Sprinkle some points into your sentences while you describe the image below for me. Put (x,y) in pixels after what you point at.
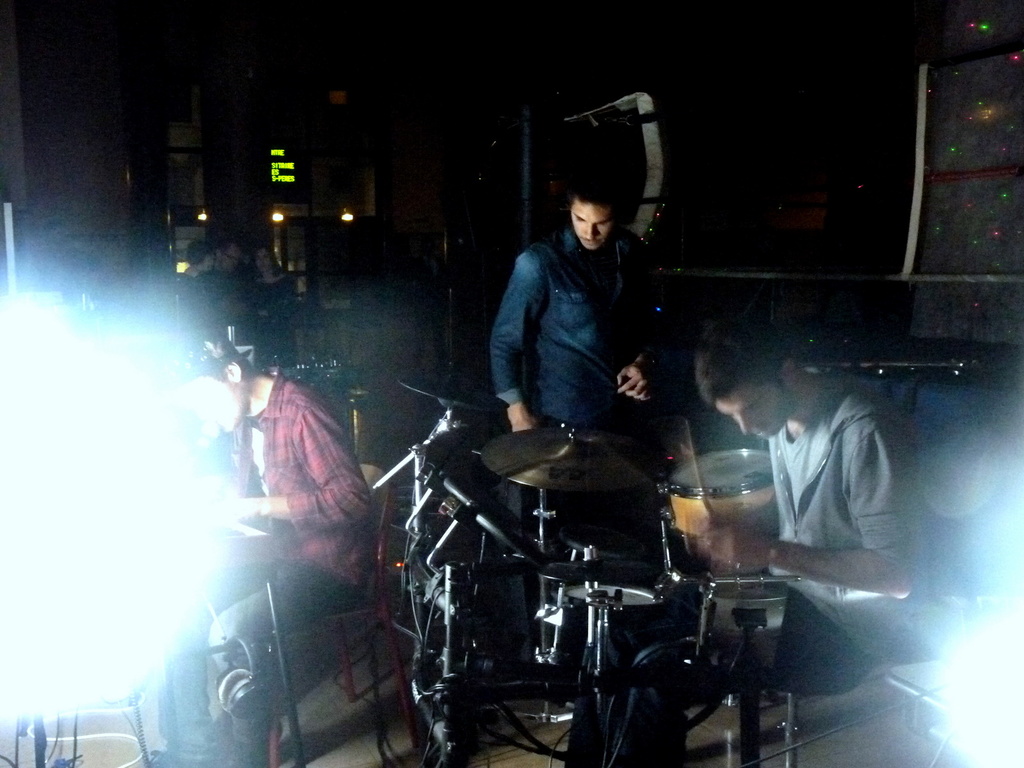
It is a music show inside the restaurant (455,295) there are three people (721,379) who are playing the music, behind them there are some people (241,258) sitting, in the background (275,176) there is a LED display board (294,184) few lights (279,222) and a wall (432,129).
